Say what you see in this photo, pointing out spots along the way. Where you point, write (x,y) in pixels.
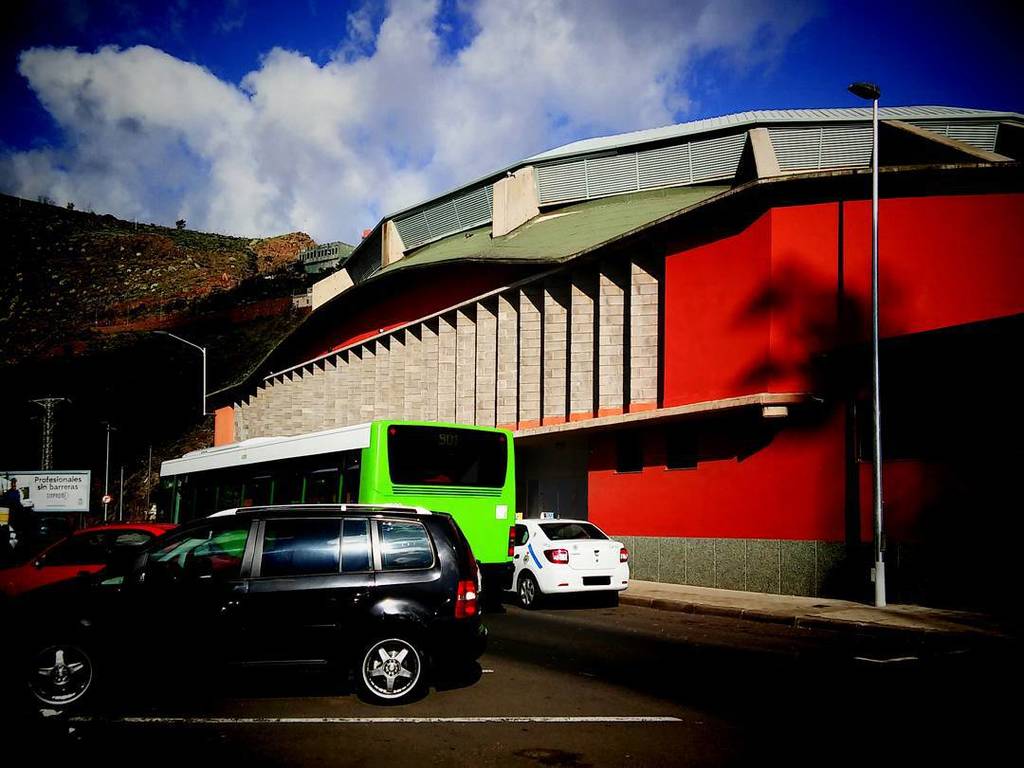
In the image we can see there are many vehicles (328,533) on the road (531,697), there is a white line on the road (507,715), this is a light pole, building (745,312), window (302,487) and a cloudy sky (244,107).
